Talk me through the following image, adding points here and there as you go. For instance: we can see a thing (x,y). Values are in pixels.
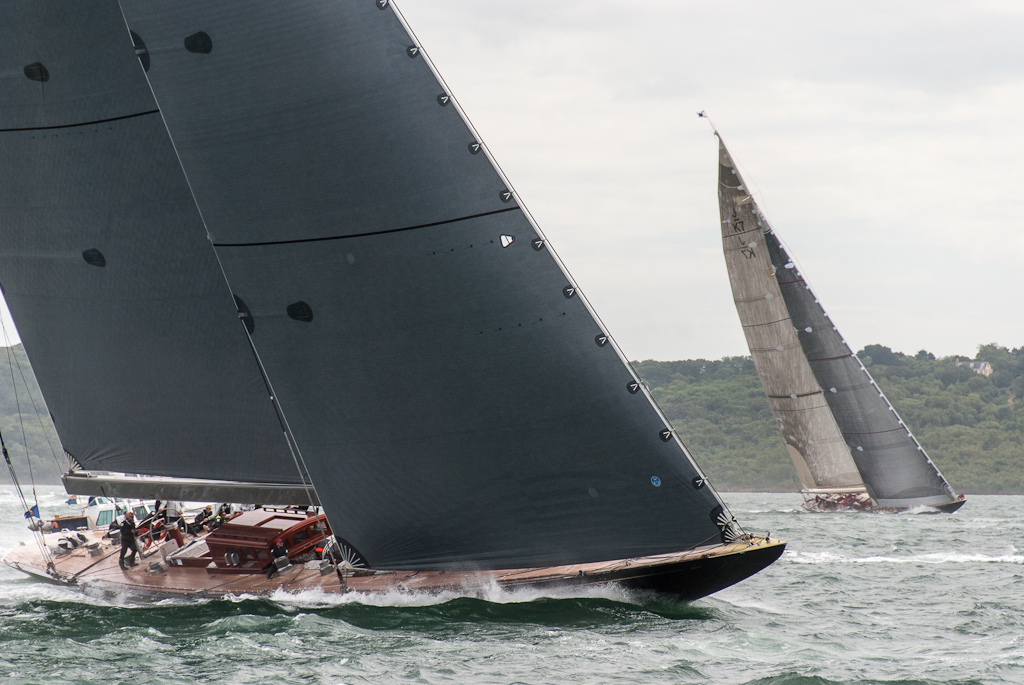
In this picture, we can see a few people (212,517) sailing in boat (259,526), and we can see some objects (272,534) on boat (301,541), we can see water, trees (943,425), and the sky (909,179) with clouds (853,169).
